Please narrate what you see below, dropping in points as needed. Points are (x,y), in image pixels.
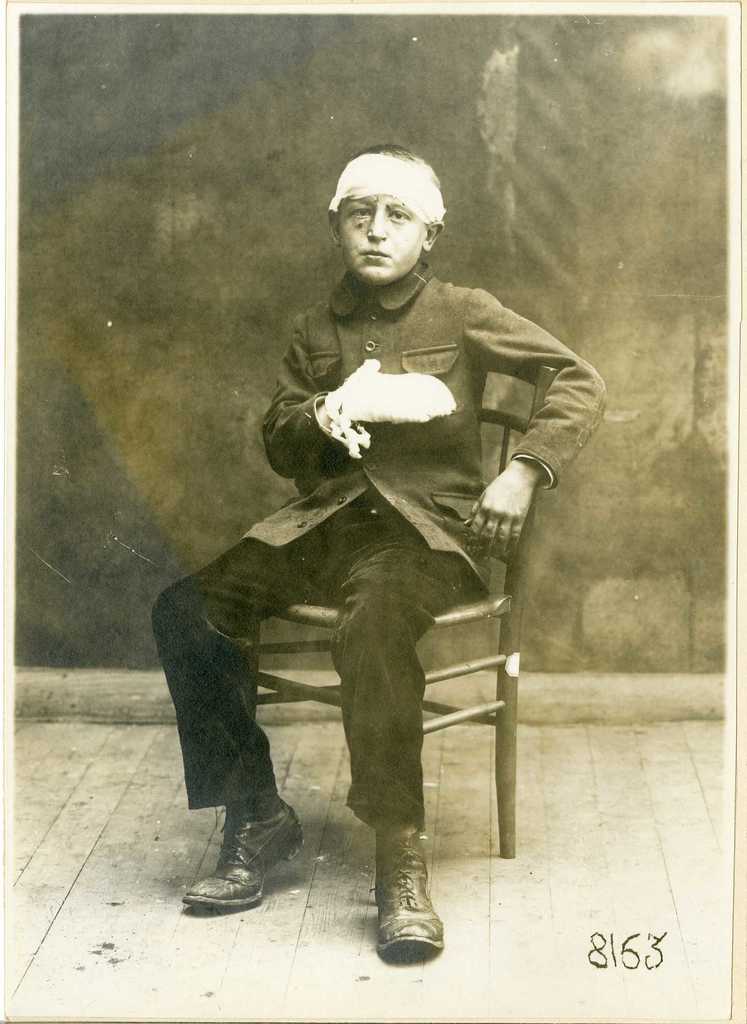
This is a black and white picture. In this picture, we see the boy (441,459) is sitting on the chair (468,674). We see the bandages (343,398) to his hand (352,416) and head (382,264). In the background (112,299), we see a black wall (173,280). This picture might be a photo frame (263,847).
